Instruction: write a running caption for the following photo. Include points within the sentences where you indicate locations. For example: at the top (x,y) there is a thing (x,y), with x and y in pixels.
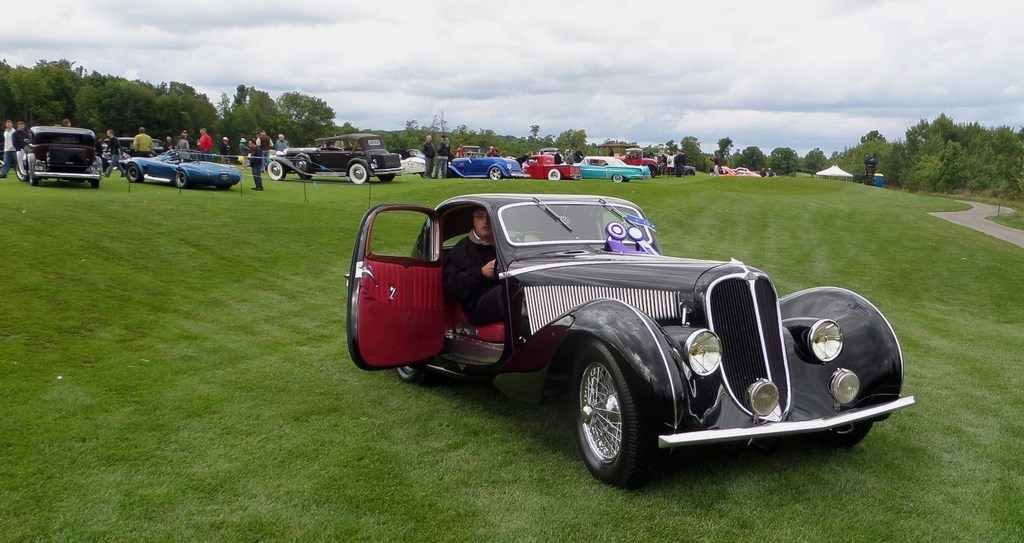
In this picture I can see a person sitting inside the vehicle (678,267), there are vehicles (506,164), there are group of people (667,162) standing, there are canopy tents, there are trees (21,97), and in the background (625,40) there is the sky (786,31).
